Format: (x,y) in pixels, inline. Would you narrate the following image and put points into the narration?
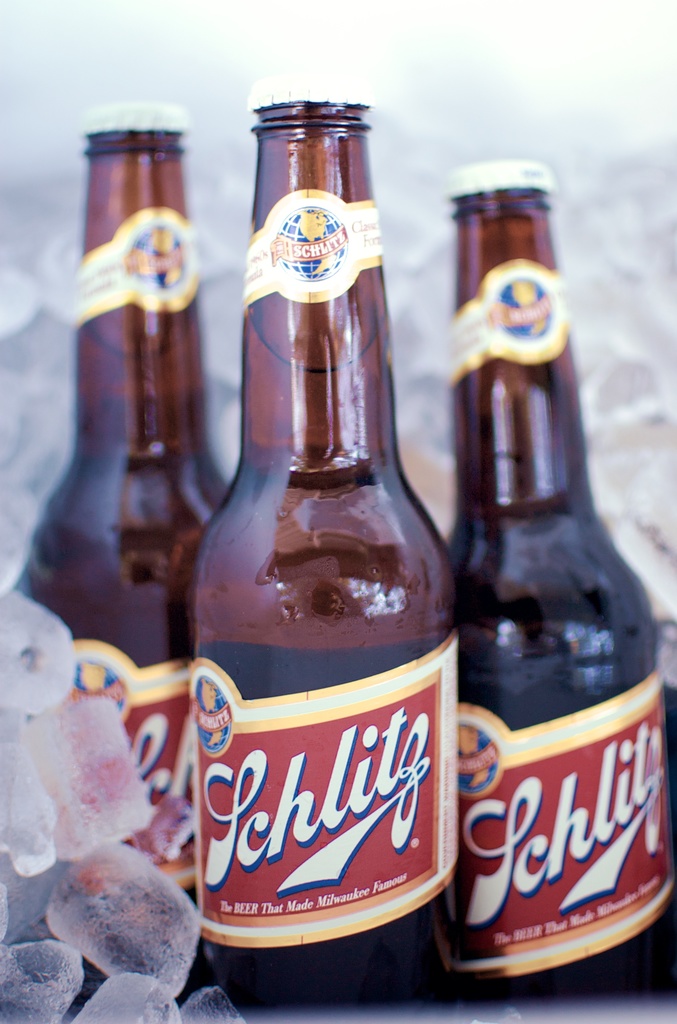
In the picture there are three beer bottles (322,581) and beside to them there are ice cubes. In the background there are ice cubes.
